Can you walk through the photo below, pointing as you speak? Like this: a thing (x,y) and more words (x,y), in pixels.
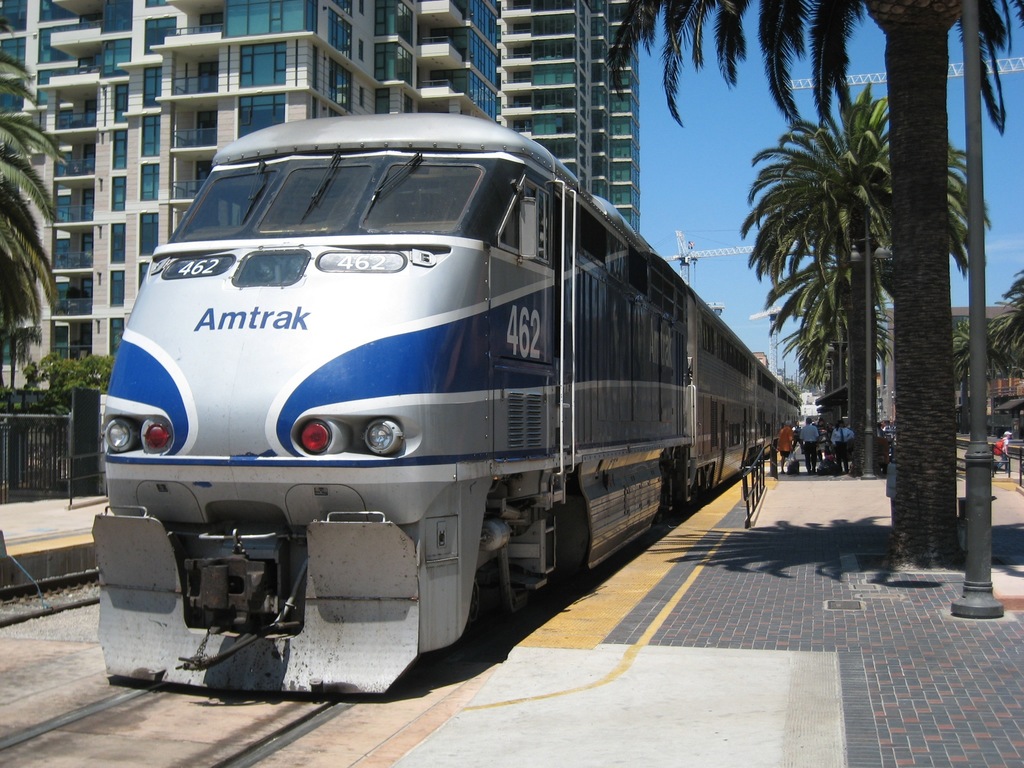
This picture might be taken inside a railway station (761,541) and it is sunny. In this image, in the middle (492,412), we can see a train (733,422) moving on the railway track (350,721). On the right side (834,445), we can see group of people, trees (956,222). On the left side (22,353), we can also see some trees (60,359), metal grills (20,466), buildings (571,155). In the background (726,250), we can see poles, cranes (746,248). At the top (732,141), we can see a sky (736,163).
